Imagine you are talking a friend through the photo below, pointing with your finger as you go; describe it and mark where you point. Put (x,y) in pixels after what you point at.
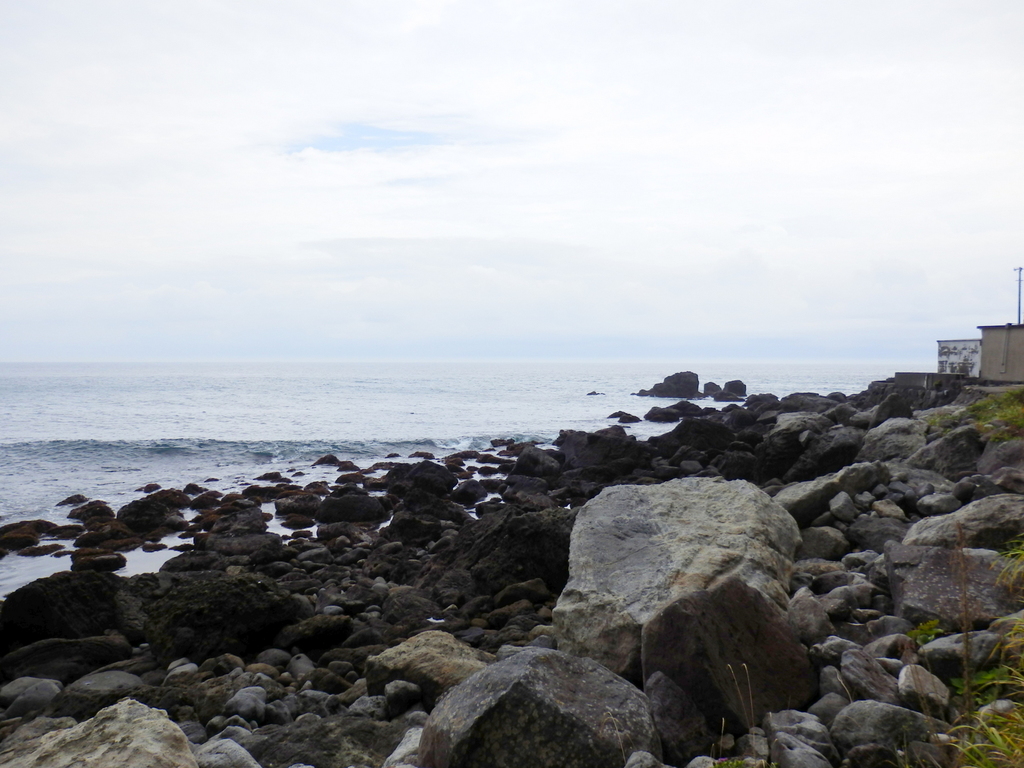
In this picture I can see the stones (557,571). I can see the rocks (603,574). I can see water (409,380). I can see clouds (479,108) in the sky (479,108).
